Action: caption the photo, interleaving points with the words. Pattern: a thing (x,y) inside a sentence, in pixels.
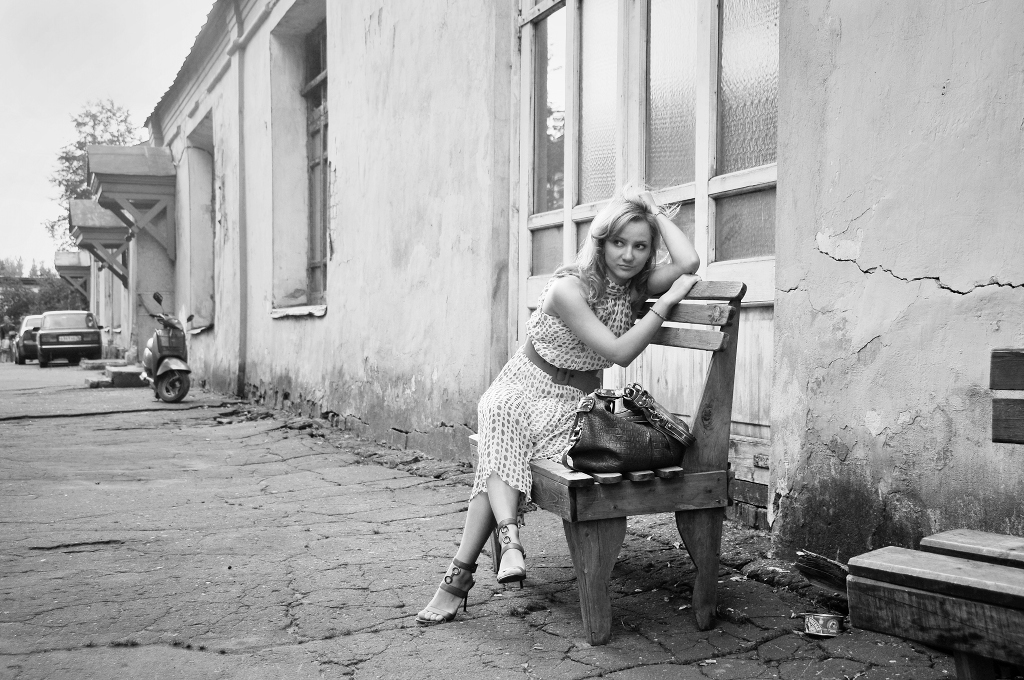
In this image I see a woman (515,447) who is sitting on the bench (614,494) and there is a bag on it. In the background (505,300) I see the building (432,43) and windows (745,40) and vehicles (156,355) on the path (1,395).
